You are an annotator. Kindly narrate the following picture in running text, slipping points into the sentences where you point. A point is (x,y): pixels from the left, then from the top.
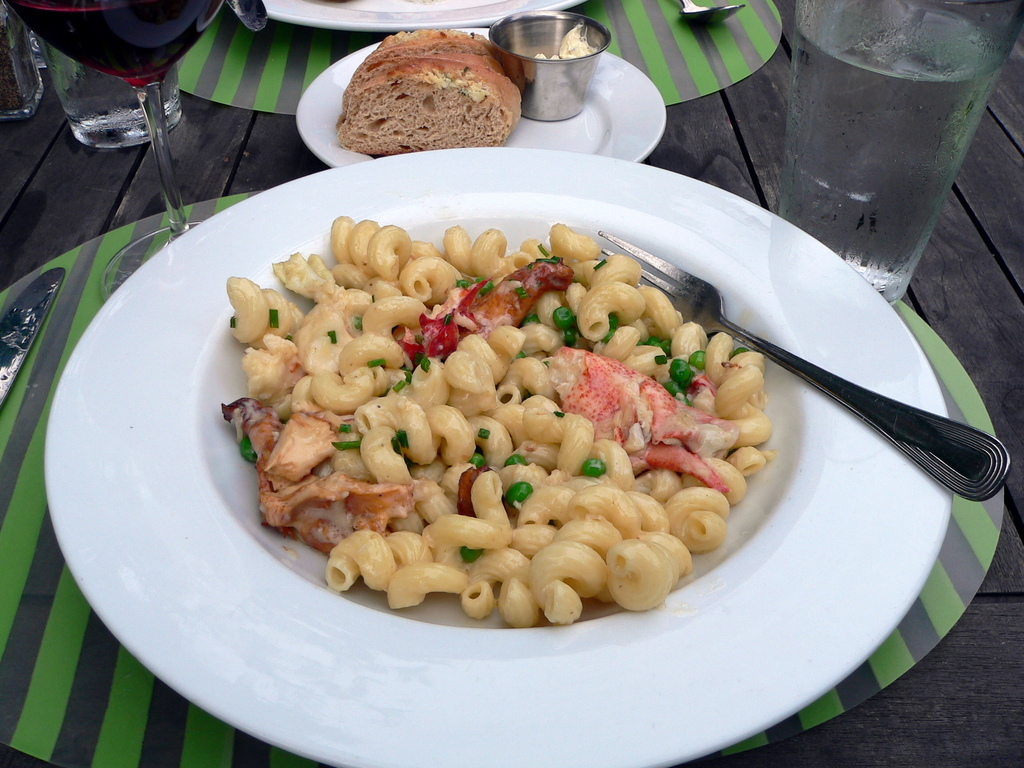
In this image I can see food items (496,305) in the plates (557,202). I can see a glass (911,240) of water (905,252).
